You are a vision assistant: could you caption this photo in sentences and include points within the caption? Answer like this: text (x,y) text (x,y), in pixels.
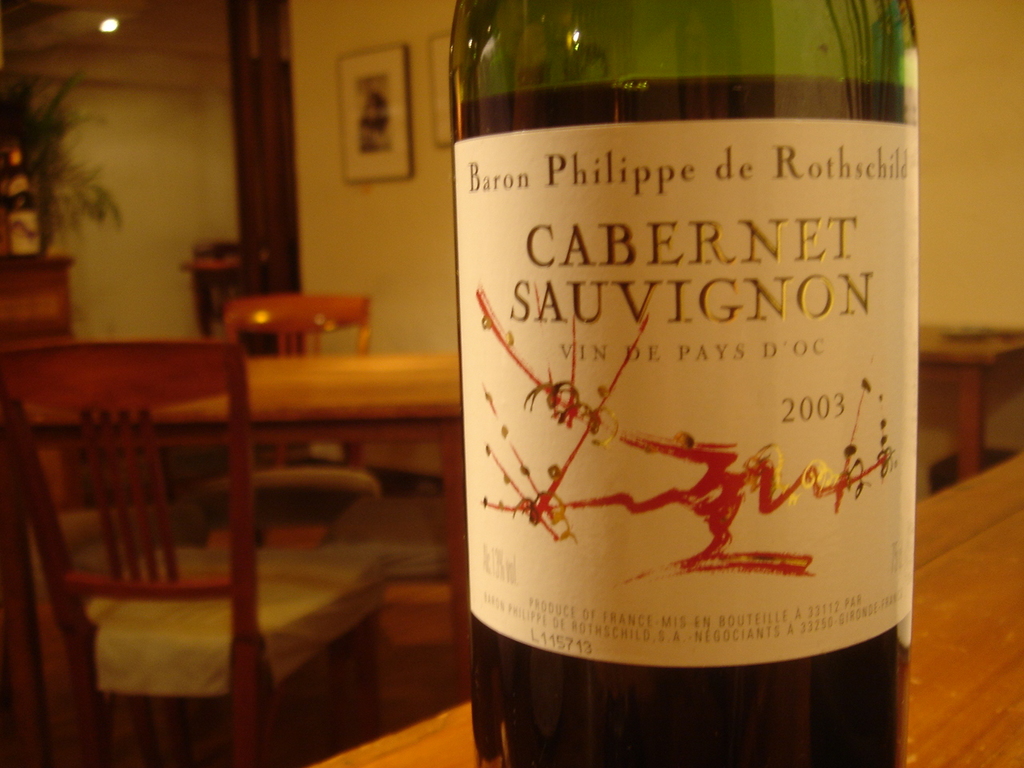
This image consists of tables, chairs (244,556), photo frames (364,162) on the top (388,168), plants (79,174) on the left side (43,82), lights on the top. A bottle (617,319) is placed on the table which is in green color.
